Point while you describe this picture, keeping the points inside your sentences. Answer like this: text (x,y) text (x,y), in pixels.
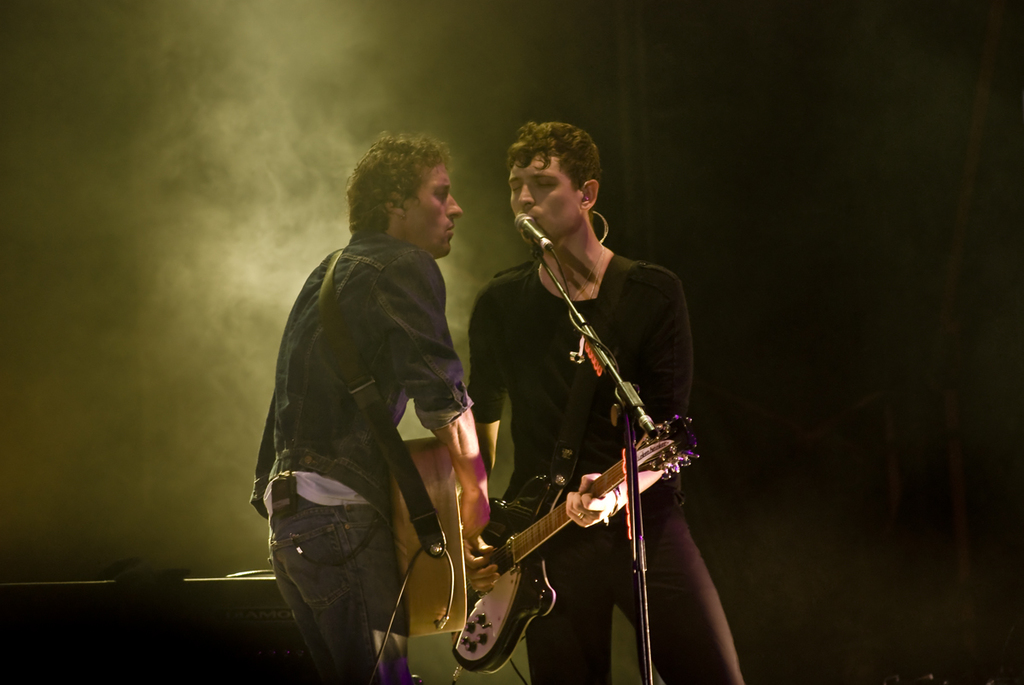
Two persons (580,175) are singing in the microphone (516,221) and playing the guitars (516,565).
